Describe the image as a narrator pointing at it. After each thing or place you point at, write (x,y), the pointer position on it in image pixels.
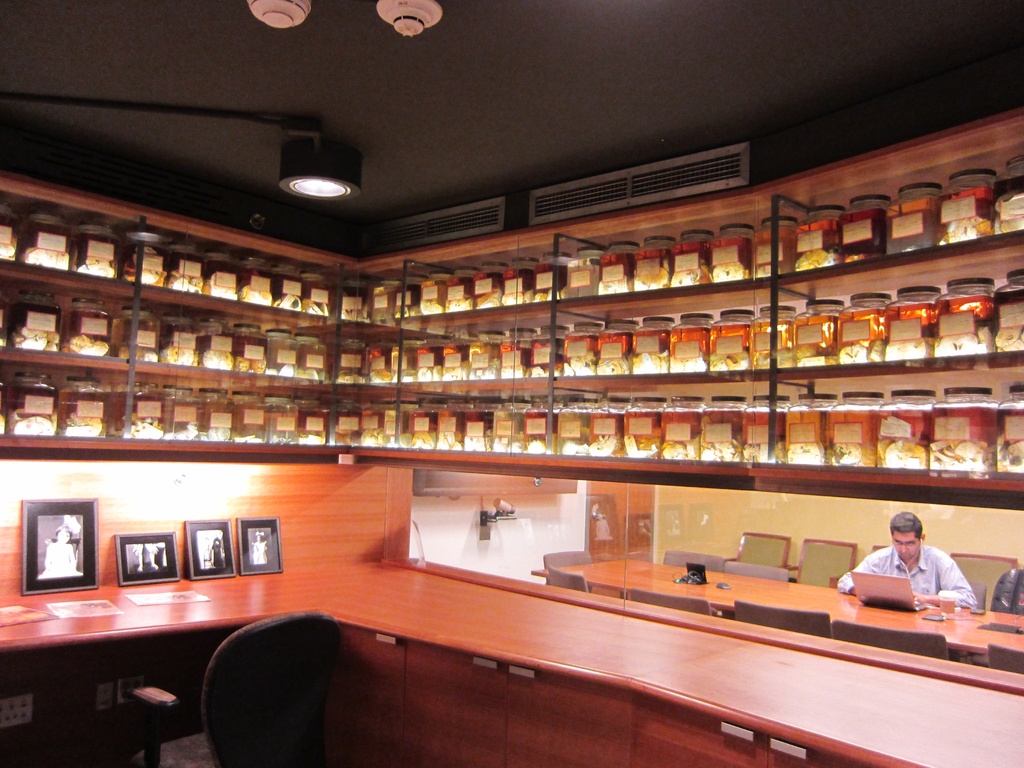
In this image we can see a group of jars (433,417) on the racks (166,373). There are few photo frames (131,563) on a table (262,608). Beside the frames (250,551) we can see a glass (533,517). Through the glass (604,524) we can see a person (873,570), chairs (840,570) and a table (989,615). On the table (670,574) we can see a laptop (881,580). At the bottom (243,699) we can see a chair (227,707). At the top (342,189) we can see the roof (360,91), light (312,150), AC vents (446,222) and the fire alarms (274,22).
